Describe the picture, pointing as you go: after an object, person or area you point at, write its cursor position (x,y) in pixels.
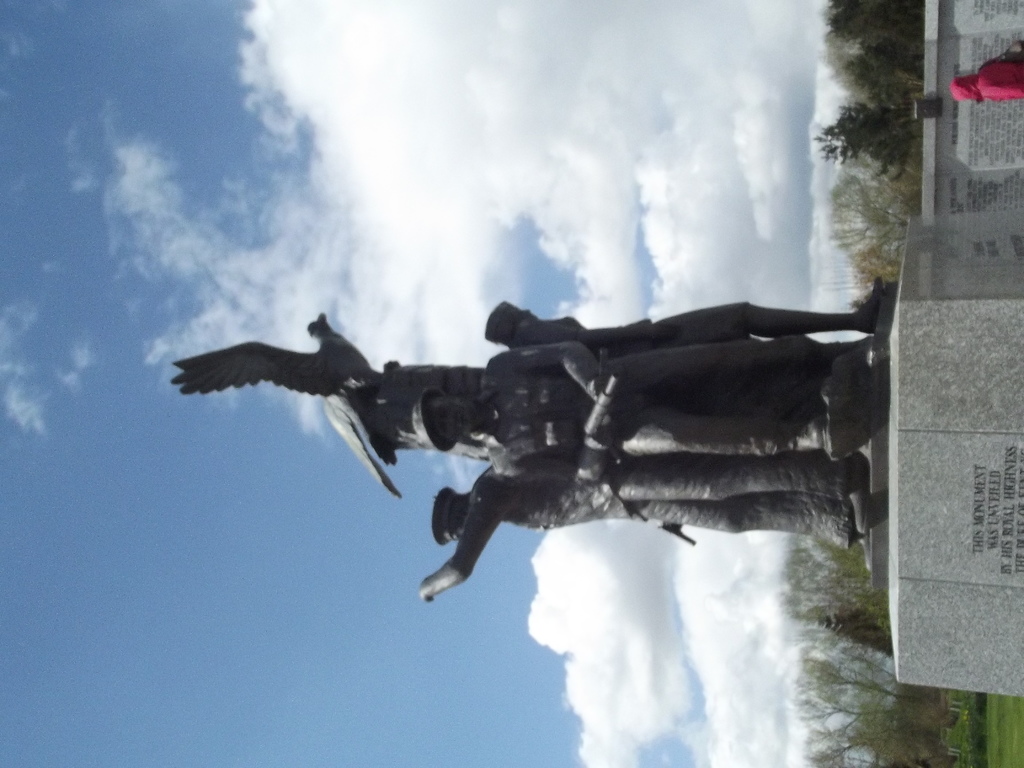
As we can see in the image there are statues (622,397), trees (844,620), sky (304,260) and clouds (540,145).
